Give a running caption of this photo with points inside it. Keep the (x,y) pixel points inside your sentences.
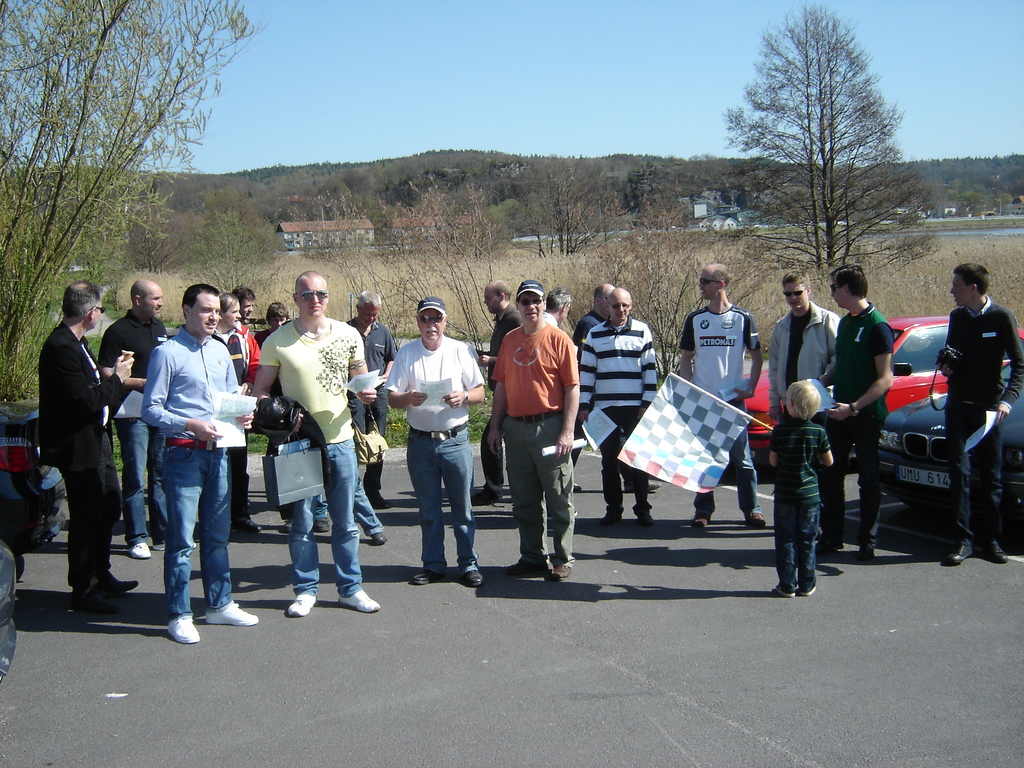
In this picture we can see a boy (792,420) holding flag (665,473) in his hand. We can see few people (434,328) holding objects (813,383) and standing on the road (151,568). There are few vehicles (10,501) on the right (920,361) and left side of the road (251,576). We can see few houses (732,218) and some trees (510,192) in the background (858,254).
